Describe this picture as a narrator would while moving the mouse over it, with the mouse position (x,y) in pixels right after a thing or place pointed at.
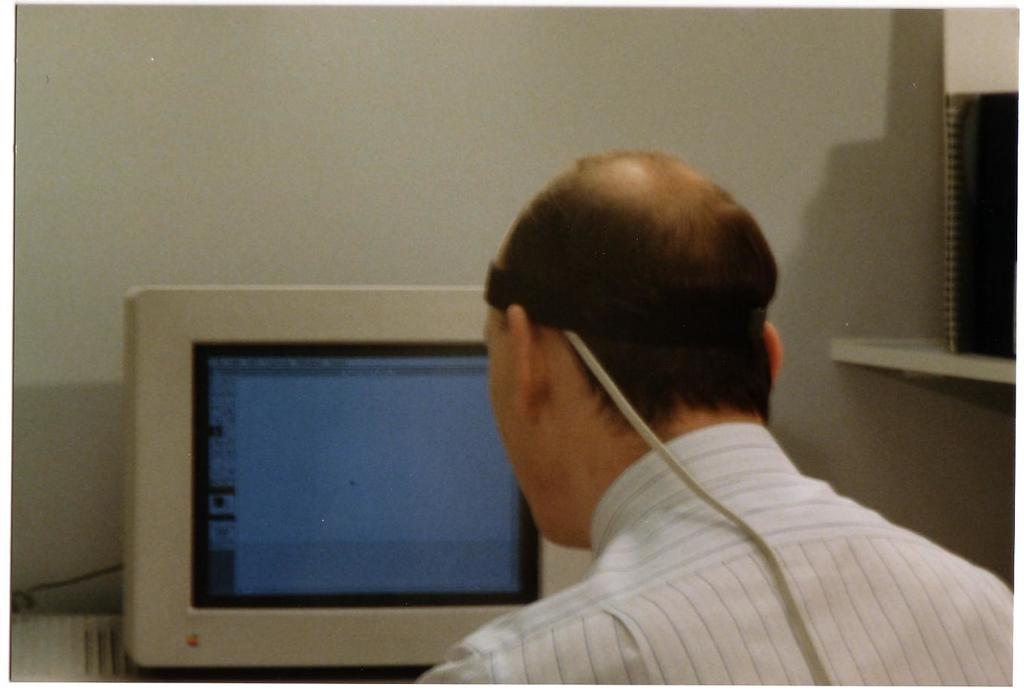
In this image we can see a person (695,419). Behind the person (650,461) there is a monitor (379,414) and a wall (164,248). On the right side of the image (1012,242) there is a shelf (974,365) and an object (984,344) is placed on it.
